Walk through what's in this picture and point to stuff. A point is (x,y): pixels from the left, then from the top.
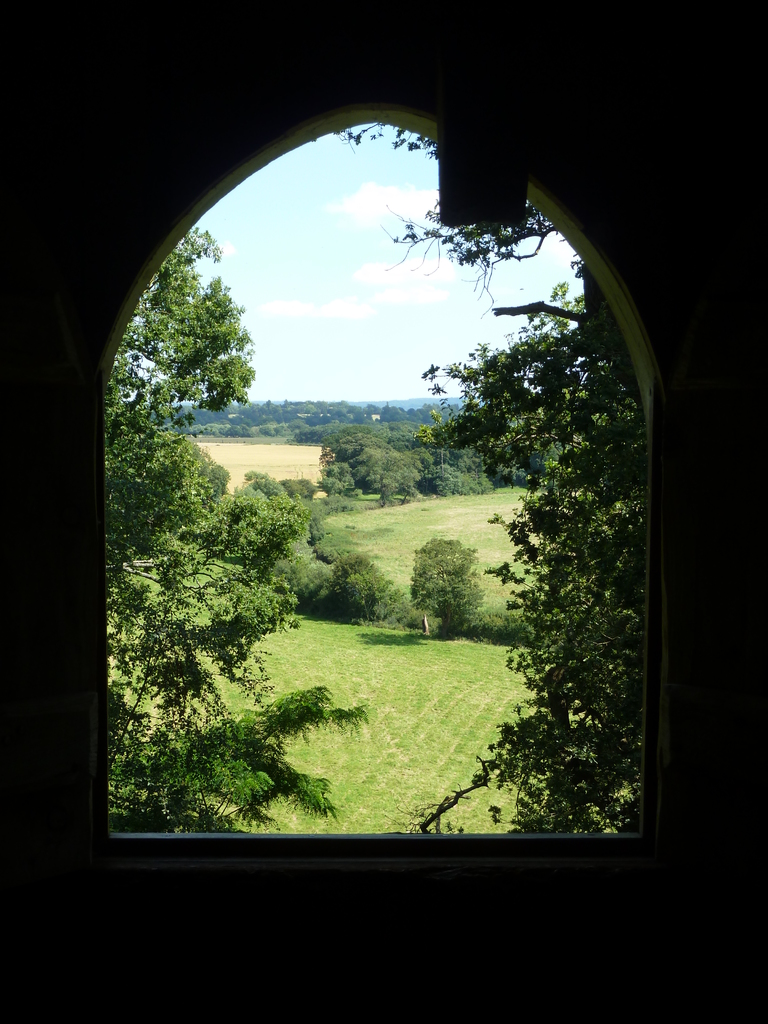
This image consists of trees (283,583) in the middle (456,631). There is sky (328,219) at the top (398,295). This image is clicked from a building (36,728).
